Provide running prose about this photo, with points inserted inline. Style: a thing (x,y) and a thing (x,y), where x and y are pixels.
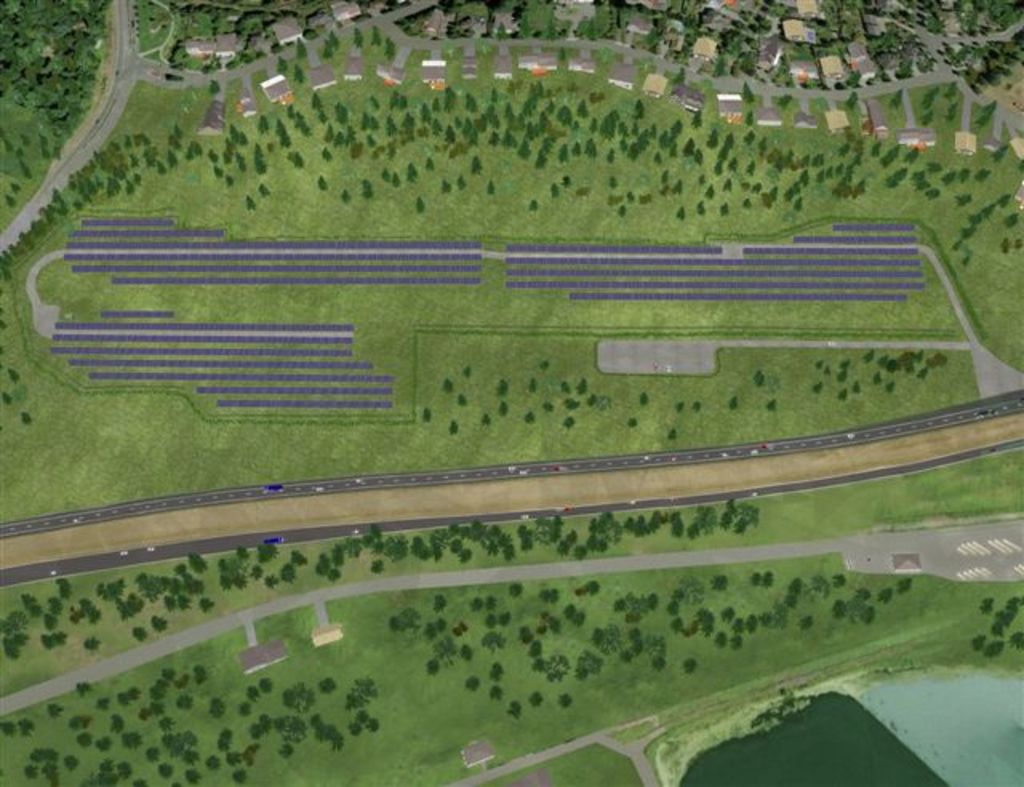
In the picture we can see a aerial view of the grass surface (901,488) with trees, houses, water (889,749) and roads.
